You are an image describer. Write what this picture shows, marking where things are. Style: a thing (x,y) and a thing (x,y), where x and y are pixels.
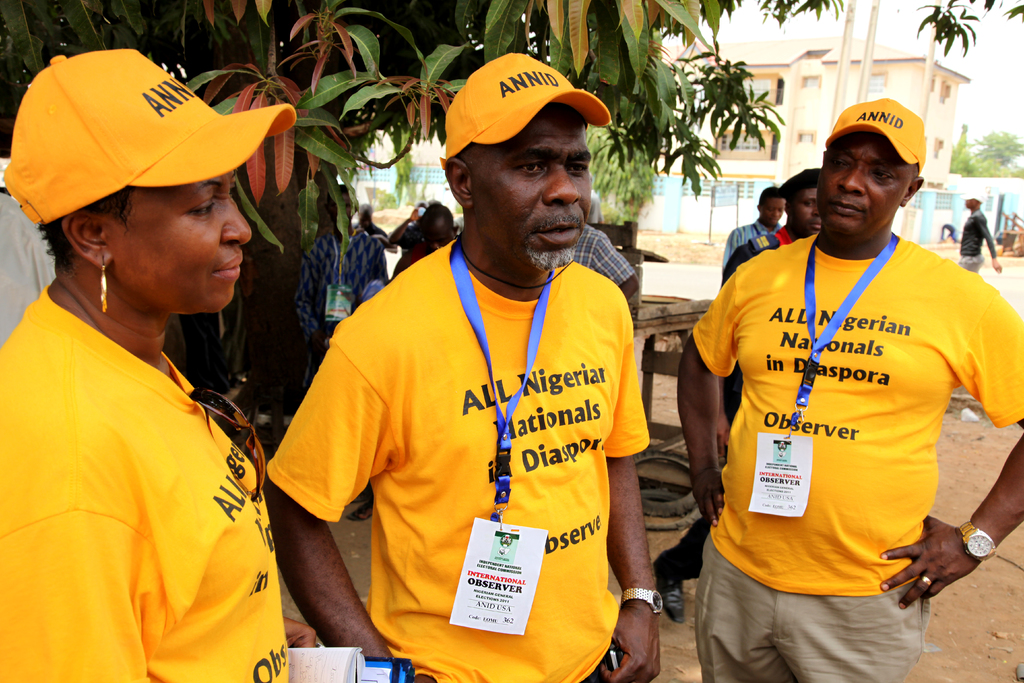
In this image we can see one building (809,147), one board (729,204) with poles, some people (745,241) are standing, some people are walking, some people (884,216) are wearing ID cards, one white object (6,250) on the left side of the image (9,237), some people (395,405) are holding objects (422,216), some objects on the ground (684,233), some trees (631,219), some plants (635,207) and grass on the ground (668,255). At the top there is the sky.
